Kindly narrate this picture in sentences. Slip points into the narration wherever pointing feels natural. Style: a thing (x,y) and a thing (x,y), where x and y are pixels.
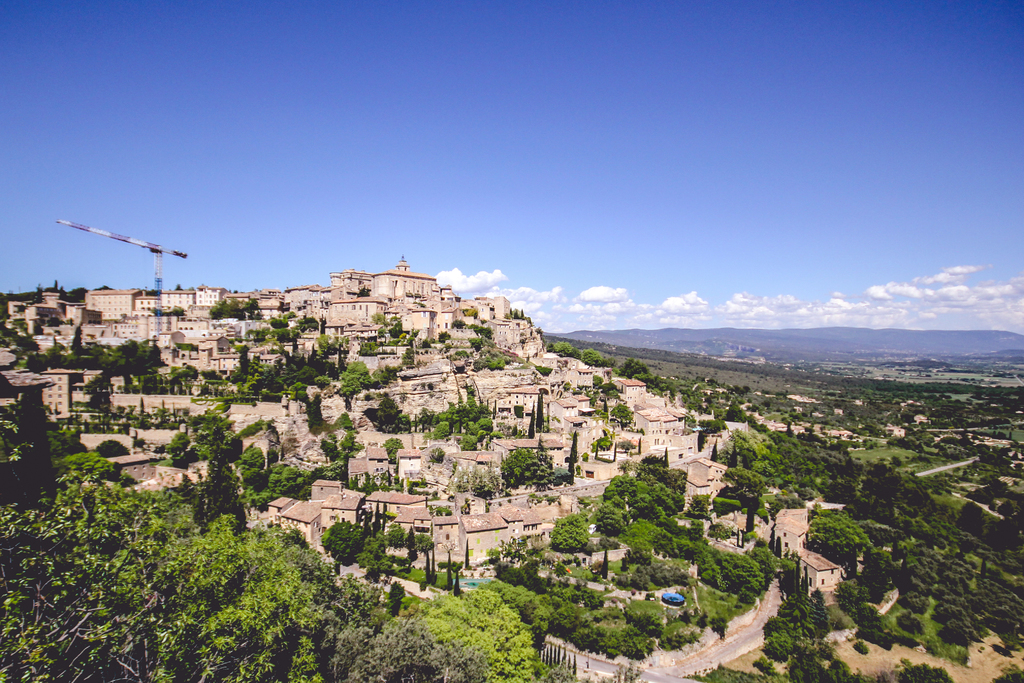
In this image I can see many houses (402,519) and trees (508,462). To the side I can see the road (735,643). In the background (782,346) I can see the mountains (648,340), clouds (591,312) and the blue sky (523,146).
